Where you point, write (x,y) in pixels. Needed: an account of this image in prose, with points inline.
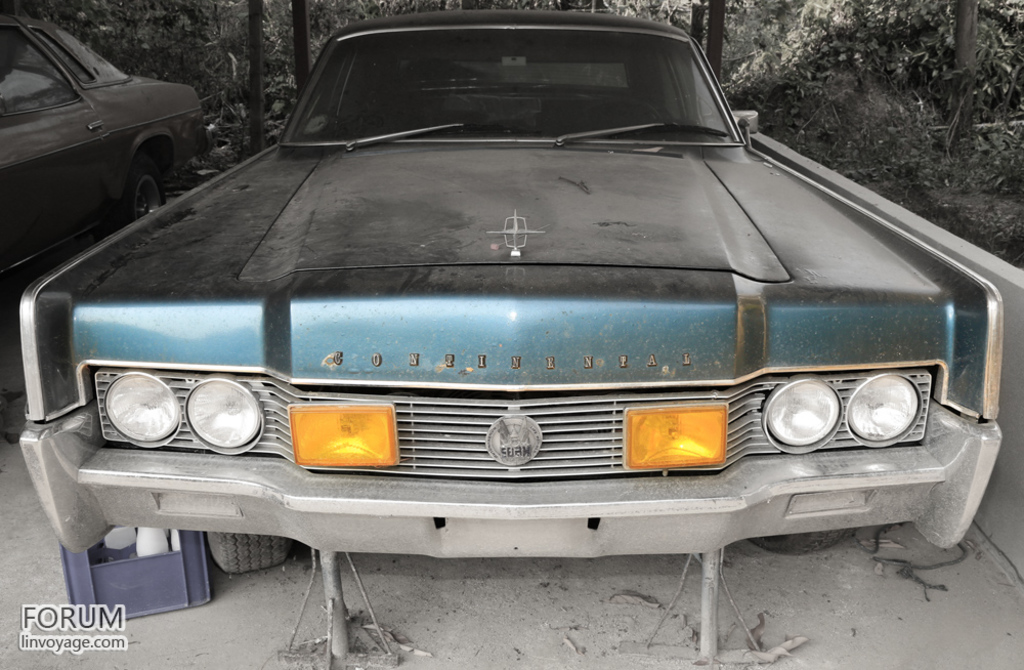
In this picture we can see two cars (112,438) are on the ground (498,621), behind we can see some trees (213,78).
